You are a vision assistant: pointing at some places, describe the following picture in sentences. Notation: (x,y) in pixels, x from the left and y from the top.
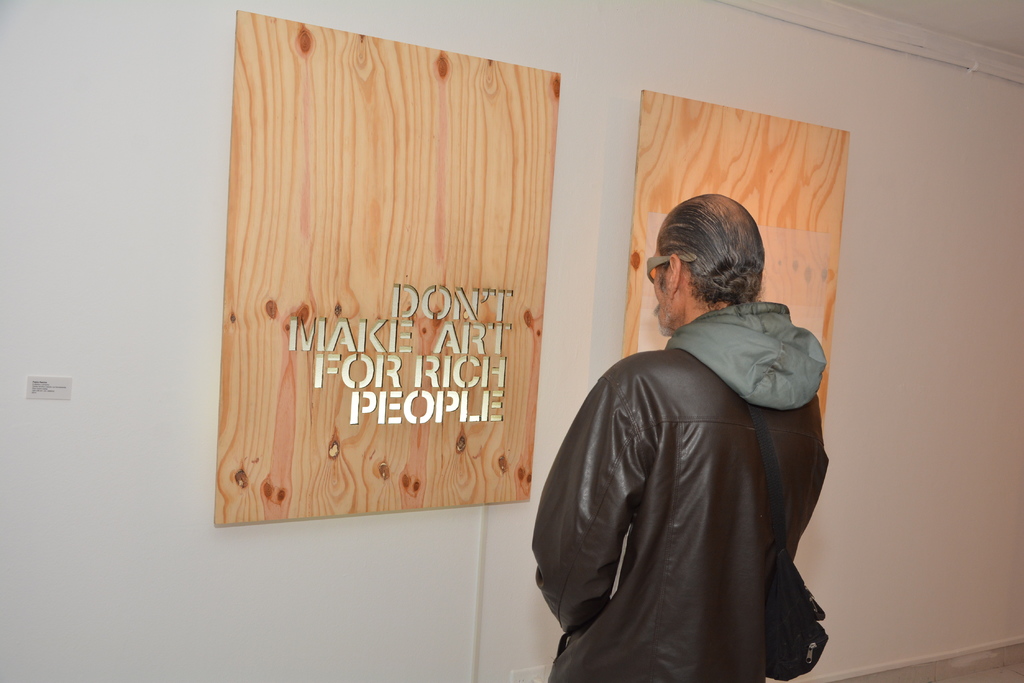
In this picture I can see there is a man (787,412) standing and he is wearing a hoodie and glasses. There is a wooden board (364,133) in front of him and there is something written on it. There is a white wall (193,380) in the backdrop (193,380).
